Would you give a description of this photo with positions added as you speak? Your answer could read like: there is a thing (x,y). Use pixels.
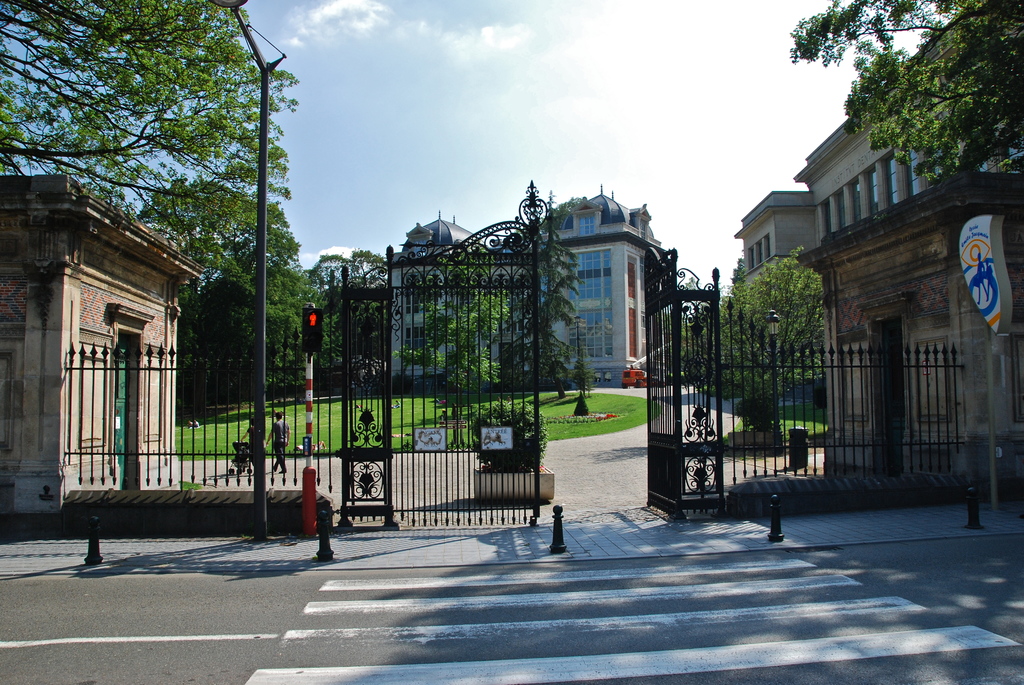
In this image we can see some buildings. We can also see a gate (494,520), divider poles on the pathway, grass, plants (528,413), a group of trees (517,344), a board (997,320) with a picture (981,296) on it, a street pole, a traffic signal (309,330) and the sky (559,140) which looks cloudy.
